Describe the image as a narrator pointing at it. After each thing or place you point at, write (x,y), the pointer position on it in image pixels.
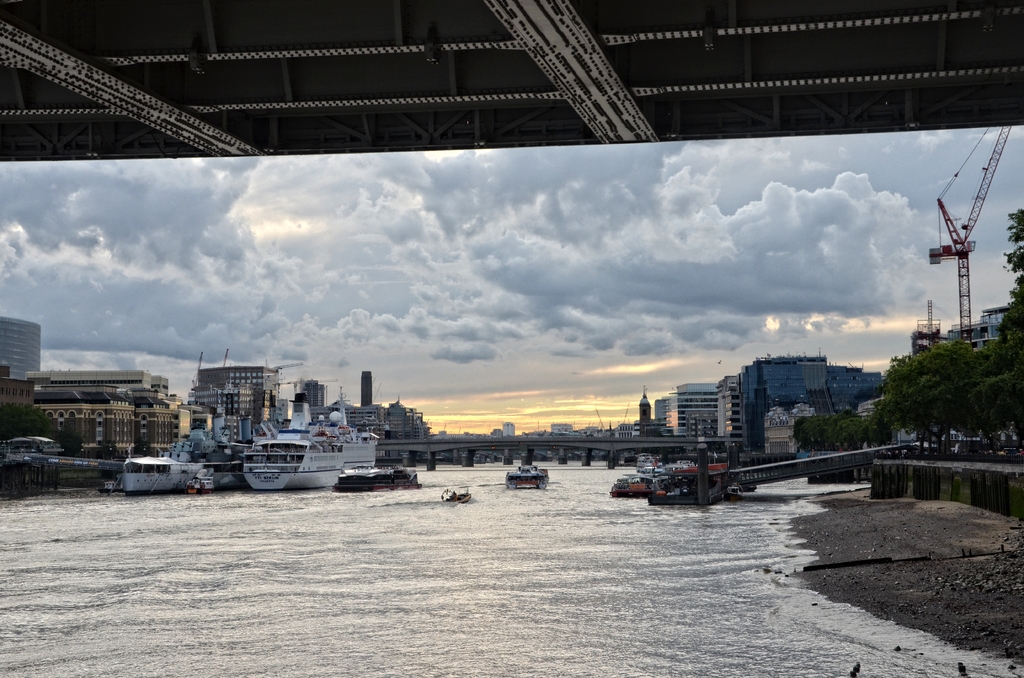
In this picture we can see boats (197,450) and ships (328,486) on the water (404,555). In the background (110,406) there is a bridge (491,455) and many buildings (172,419). On the right (915,370) we can see crane (973,248) and trees (966,393). In the background (863,181) we can see sky (628,290) and clouds (784,262).
